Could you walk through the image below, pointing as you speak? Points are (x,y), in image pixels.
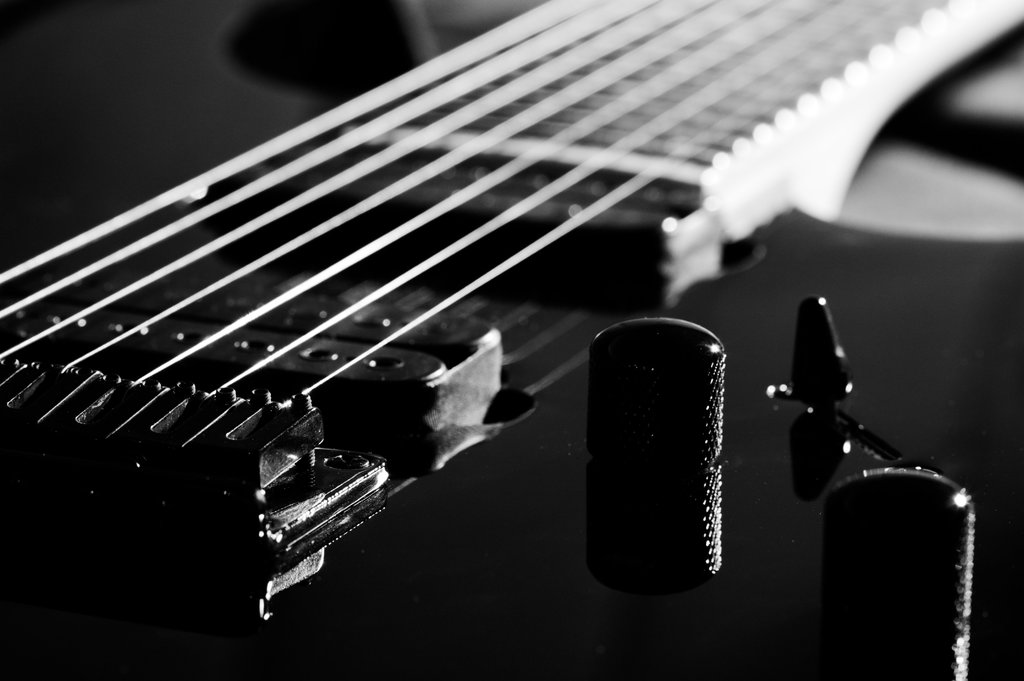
In this image I can see the black and white picture in which I can see a guitar (331,221) which is black in color and few strings (283,252) of the guitar (498,43).
